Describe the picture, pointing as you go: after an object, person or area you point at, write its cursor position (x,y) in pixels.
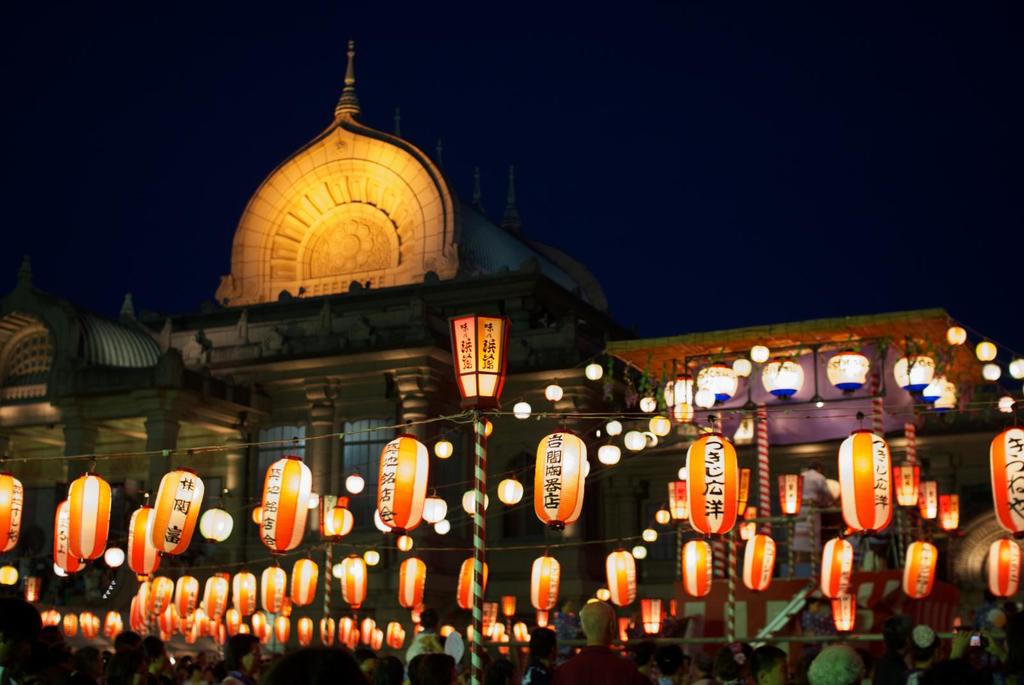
In the foreground of this image (167,528), there are lanterns (365,568) hanging in between the poles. On the bottom (540,646), there are persons (205,680). In the background (161,297), there is a building (315,255) and the dark sky (652,117).
